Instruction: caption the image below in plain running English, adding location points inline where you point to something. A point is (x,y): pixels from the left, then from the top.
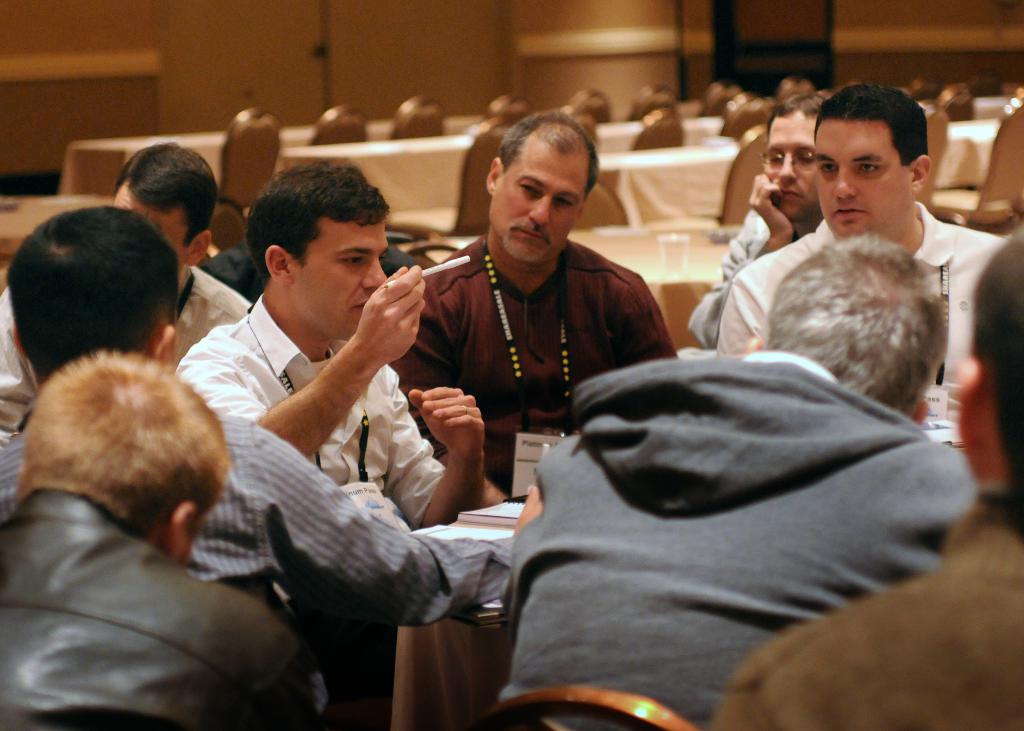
In this picture we can see some people (586,410) are sitting on the chairs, in-front of them, we can see a table (408,660). On the table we can see the books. In the background of the image (931,138) we can see the chairs (935,135), tables (956,140) are covered with clothes (972,144). At the top of the image (470,44) we can see the wall (607,59) and door (739,18).
